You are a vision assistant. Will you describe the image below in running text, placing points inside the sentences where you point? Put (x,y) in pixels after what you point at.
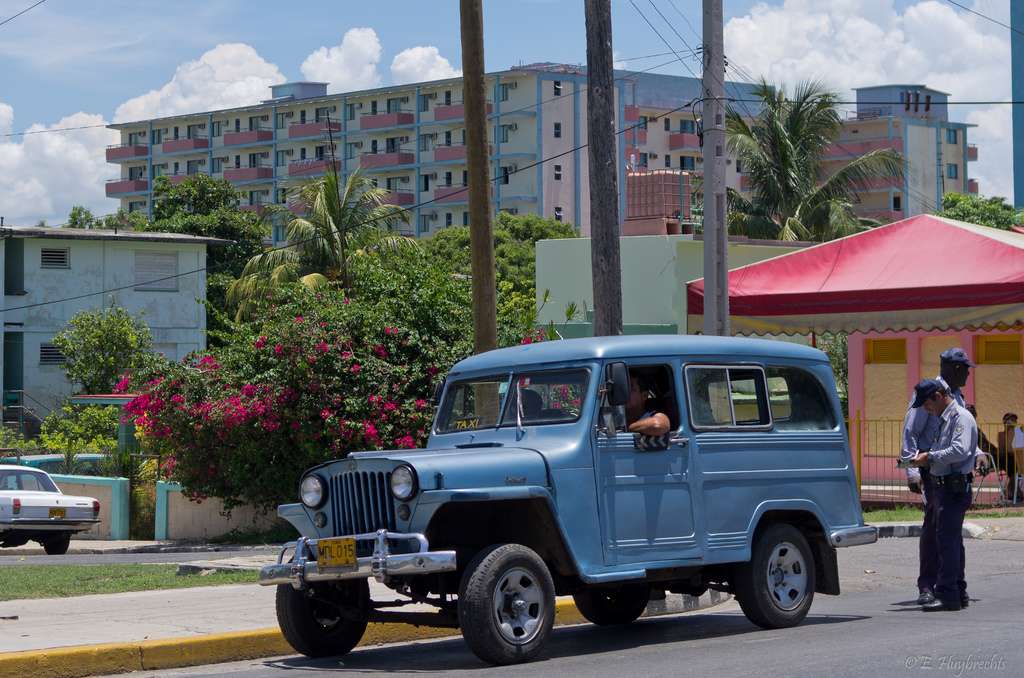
In this image in the center (432,425) there is a car (689,502) which is blue in colour with the persons (633,428) inside it moving on the road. On the right side of the car (589,534) there are persons (972,466) standing and sitting. On the left side of the car (645,511) there's grass (46,570) on the ground (62,571). In the background (255,369) there are trees (289,315), there are buildings (565,201) and there is a white colour car (59,518) on the road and the sky (198,100) is cloudy.
